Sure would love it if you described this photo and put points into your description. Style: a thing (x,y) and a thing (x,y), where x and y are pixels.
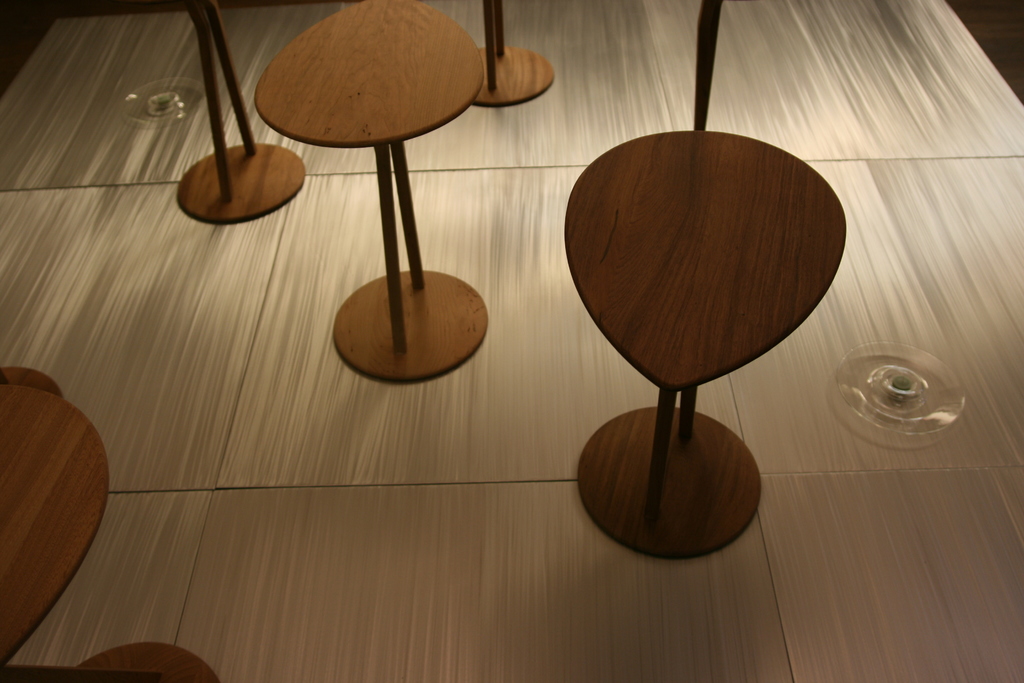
In this image there are empty stools (411,119) and there are glass objects (189,105).
